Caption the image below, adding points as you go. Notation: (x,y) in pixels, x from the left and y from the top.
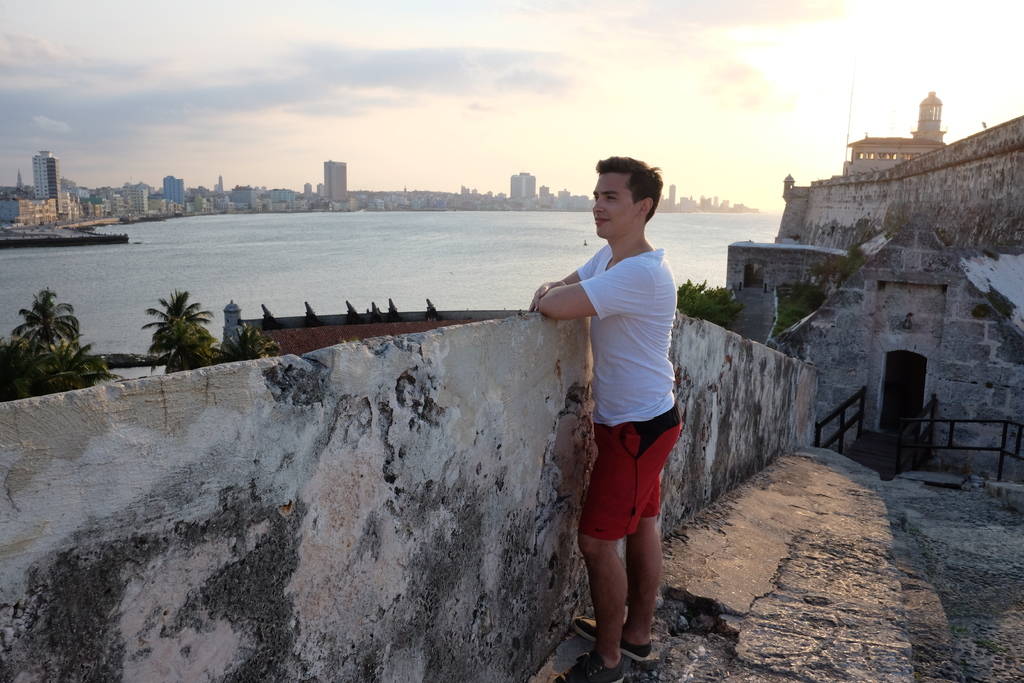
In this image there is a man (623,293) standing on the floor (661,625) near the wall (408,461). In the background (136,207) there are so many tall buildings (167,191) beside the sea (374,243). On the left side (55,318) there are trees (170,346) beside the building (290,346). At the top (652,44) there is sky (661,41). On the right side (920,272) there is a building (897,365).
